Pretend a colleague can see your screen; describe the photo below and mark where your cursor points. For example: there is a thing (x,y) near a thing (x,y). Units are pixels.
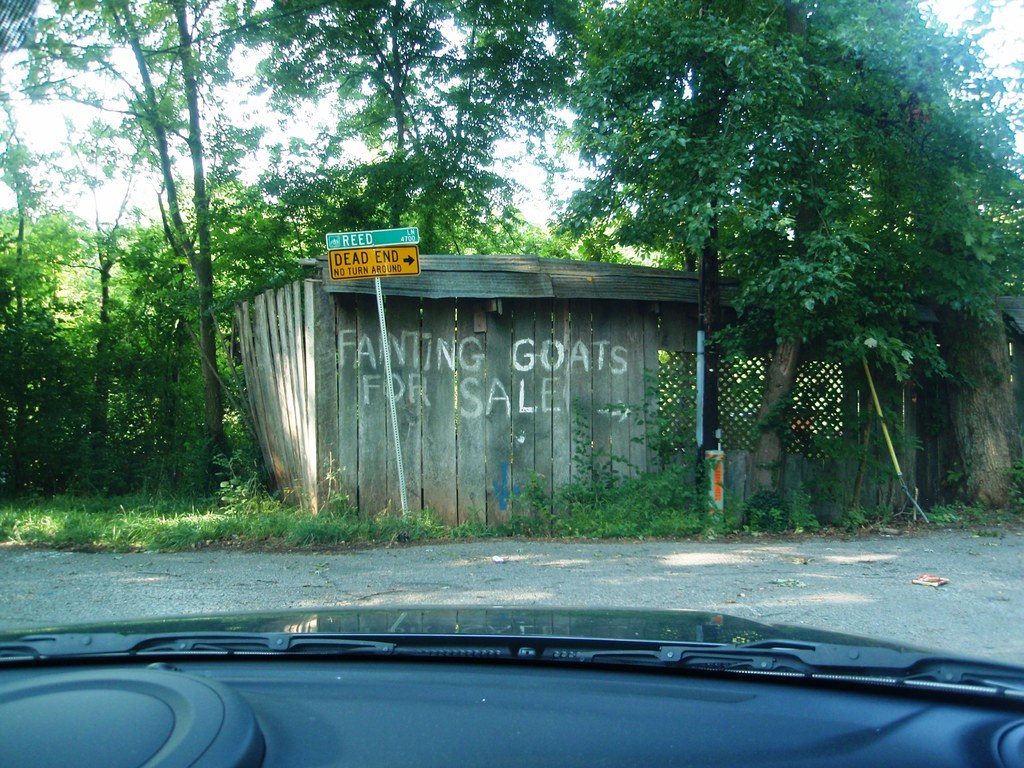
It is the glass (193,597) of a vehicle (392,690), outside this there is a shed (478,398) and there are green color trees (455,240).
